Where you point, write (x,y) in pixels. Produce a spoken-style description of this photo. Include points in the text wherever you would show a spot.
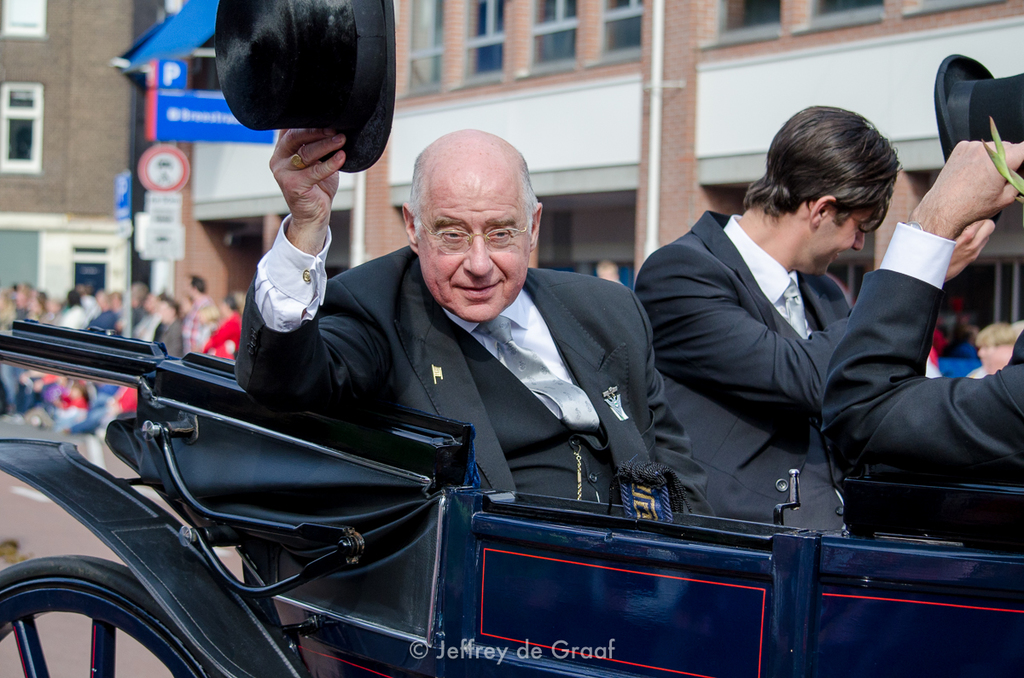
In this picture there are two men (531,361) sitting in a Chariot (483,535). In the background (121,169), there are some people (138,323) standing and we can observe some buildings (550,94) here.
